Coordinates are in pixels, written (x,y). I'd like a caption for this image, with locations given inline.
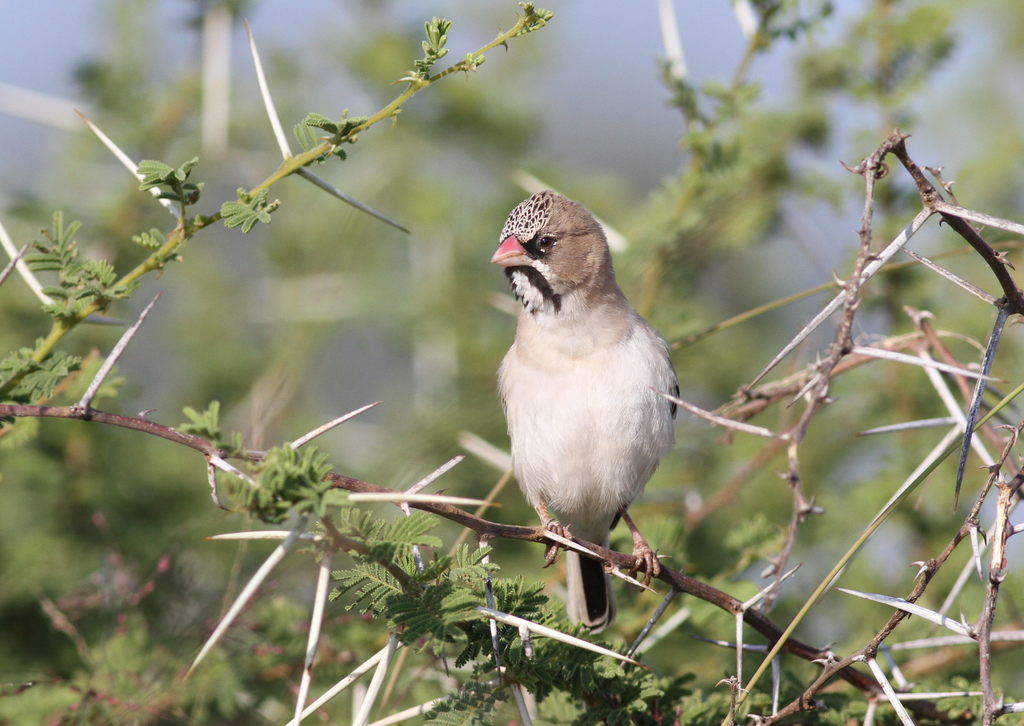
In this picture we can see spikes (485,583) and a bird (624,305) in the middle of the image (601,419), we can see blurry background (425,351).
